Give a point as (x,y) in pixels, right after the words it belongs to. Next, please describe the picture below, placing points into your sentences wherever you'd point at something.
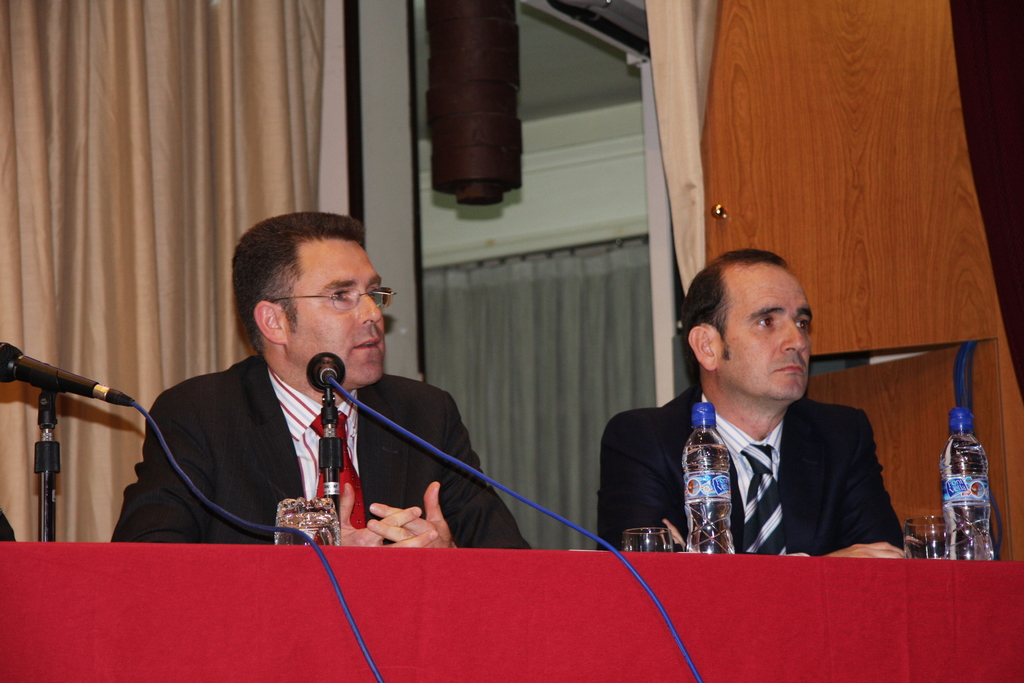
In this picture there are two men (794,317) sitting at the table (435,563), a red colour cloth (533,571) is kept on it. Water bottles (977,523) and glasses (938,545) arranged in front of them. There is a mic (334,366) placed in front of a guy (334,351). There is also another mic (34,376) on the left side (47,414) of the image. In the Background (148,141), there is a curtain (207,134) and a door (732,136) mounted to the wall (732,136) and a glass (627,215) which shows the reflection (600,259) of the curtain (586,287).
